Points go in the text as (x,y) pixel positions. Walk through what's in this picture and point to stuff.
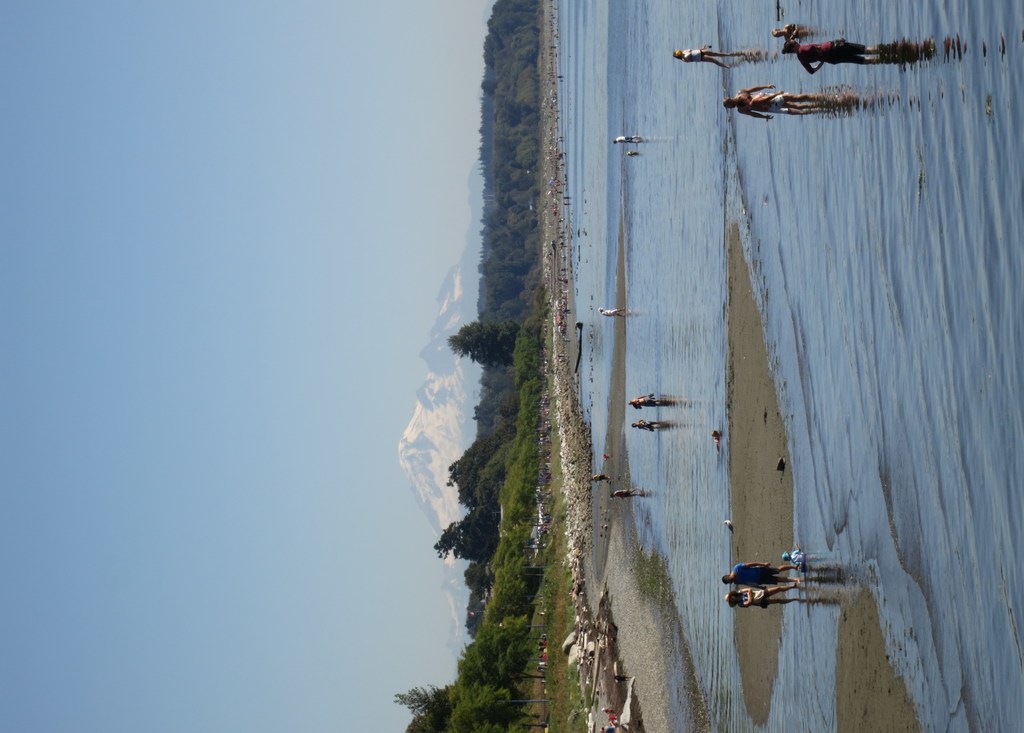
In this image, we can see some persons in the beach (639,416). There are some trees (509,262) in the middle of the image (506,250). There is a sky (277,594) on the left side of the image (128,362).
